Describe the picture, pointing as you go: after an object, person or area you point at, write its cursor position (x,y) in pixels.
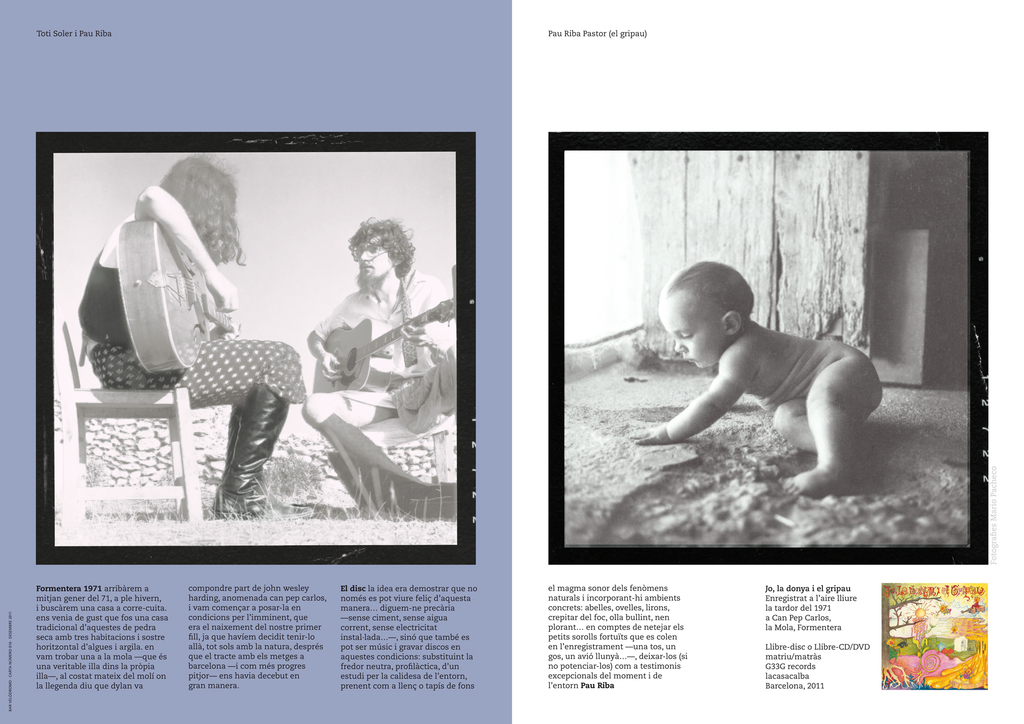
There are two posters (775,423). In the first poster (424,149), we can see there is a image (42,323) in which, there are two persons (109,319) holding guitars (423,323) and playing and sitting on the chairs (129,490) which are on the grass (143,532) on the ground (310,508). In the background (323,455), there is a stone wall (133,422) and there is sky (340,192). Below this image, there are texts (241,631). And background of this poster (470,55) is blue in color. In the second poster (633,405), there is a image (646,301) in which there is a baby (824,432) playing on the ground (645,394). In the background (895,227), there is a wooden door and there is a box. Below this image, there are texts (563,647) and there is another image (929,647).
